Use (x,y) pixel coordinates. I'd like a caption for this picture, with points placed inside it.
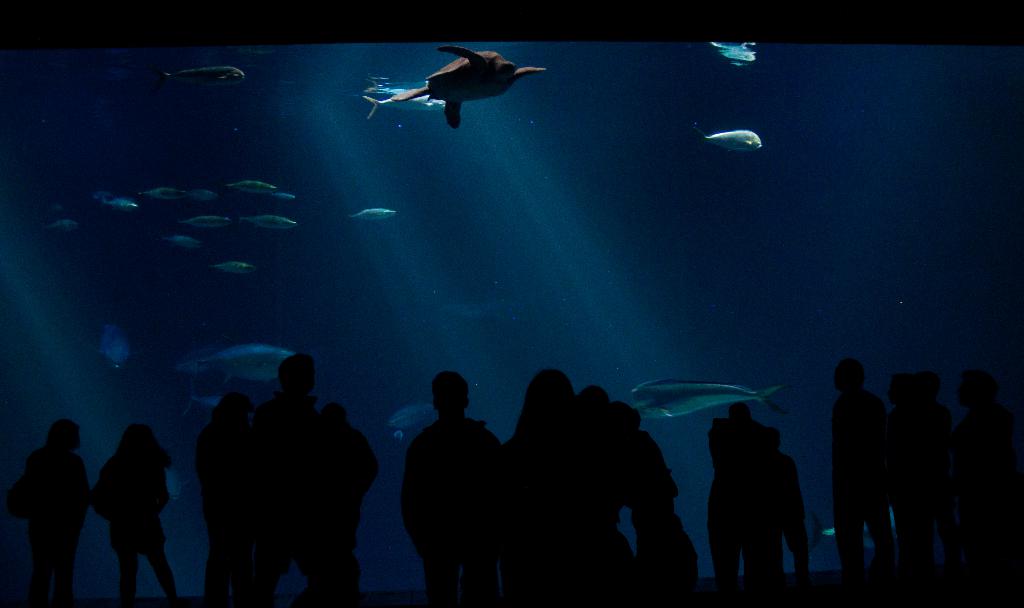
This picture is taken the dark where we can see these people (602,509) are standing here. Here we can see the glass (602,87) through which we can see tortoise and fishes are swimming in the water (447,207).
